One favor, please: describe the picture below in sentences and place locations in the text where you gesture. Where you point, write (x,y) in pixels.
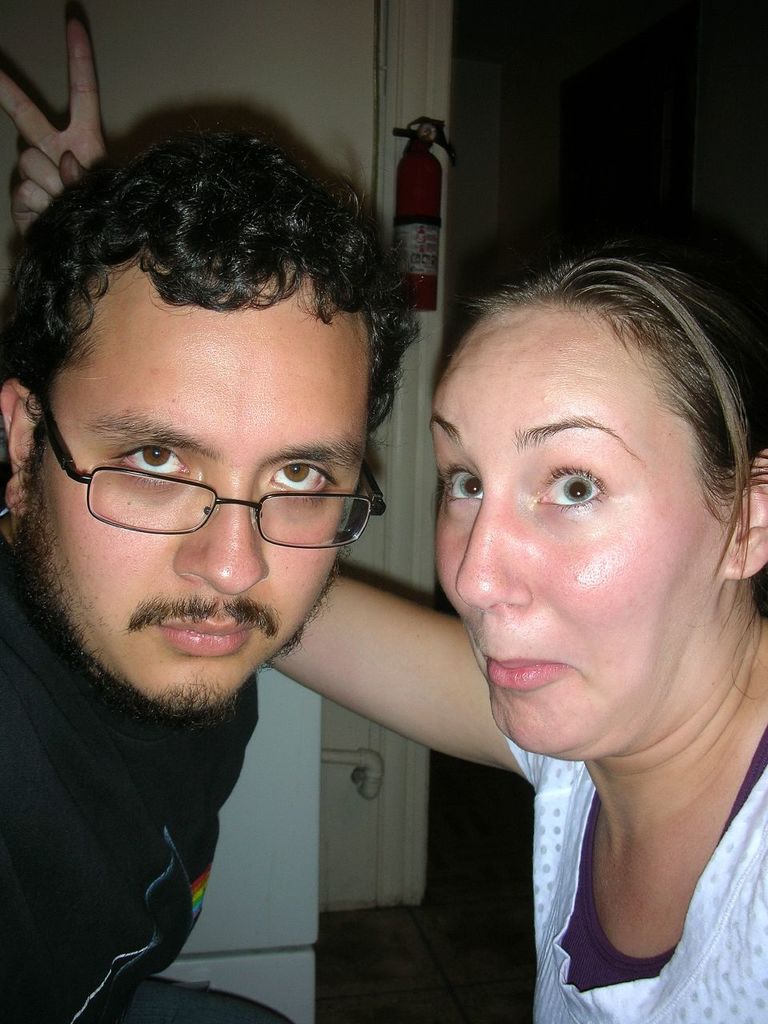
In the foreground of the picture (171,469) I can see two persons (602,684). There is a woman (511,691) on the right side (549,471). I can see a man (200,705) on the left side (46,874) wearing a black color T-shirt (34,867) and I can see the spectacles (107,505) on his eyes (169,463). I can see the fire extinguisher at the top of the picture (413,192).
